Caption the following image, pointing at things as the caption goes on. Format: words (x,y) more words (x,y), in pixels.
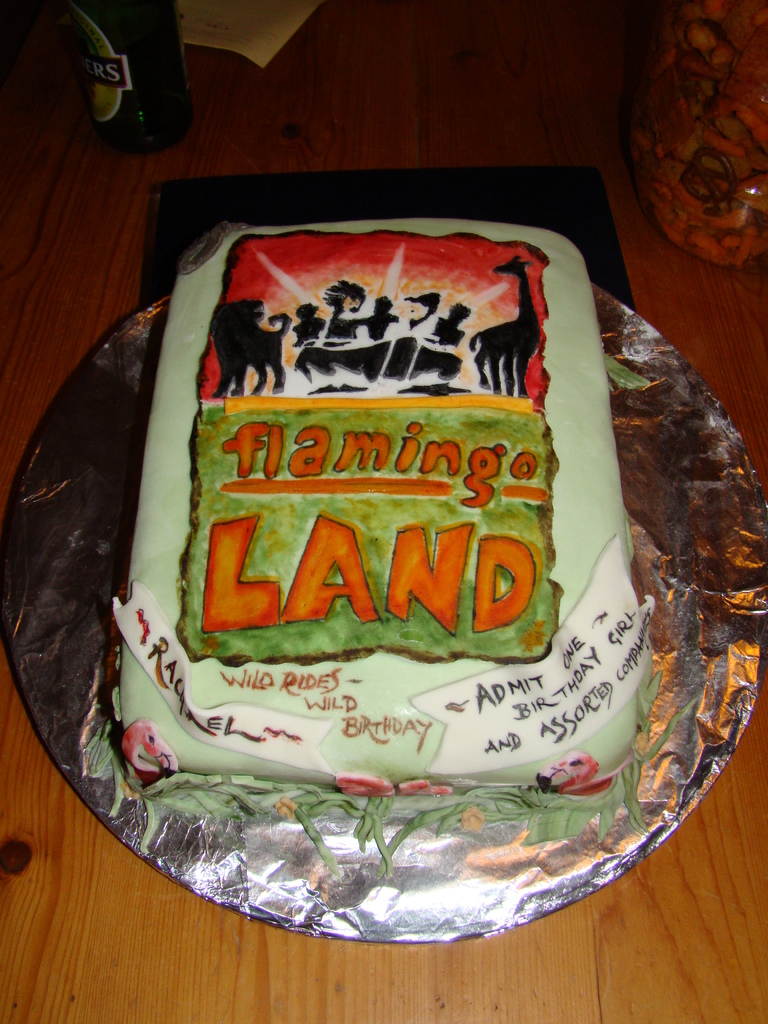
In this image we can see a cake (432,473) with some text (586,667) on it placed in a foil (103,400). In the background (751,86), we can see a bottle (114,65), paper (263,15) and a container (699,126).
